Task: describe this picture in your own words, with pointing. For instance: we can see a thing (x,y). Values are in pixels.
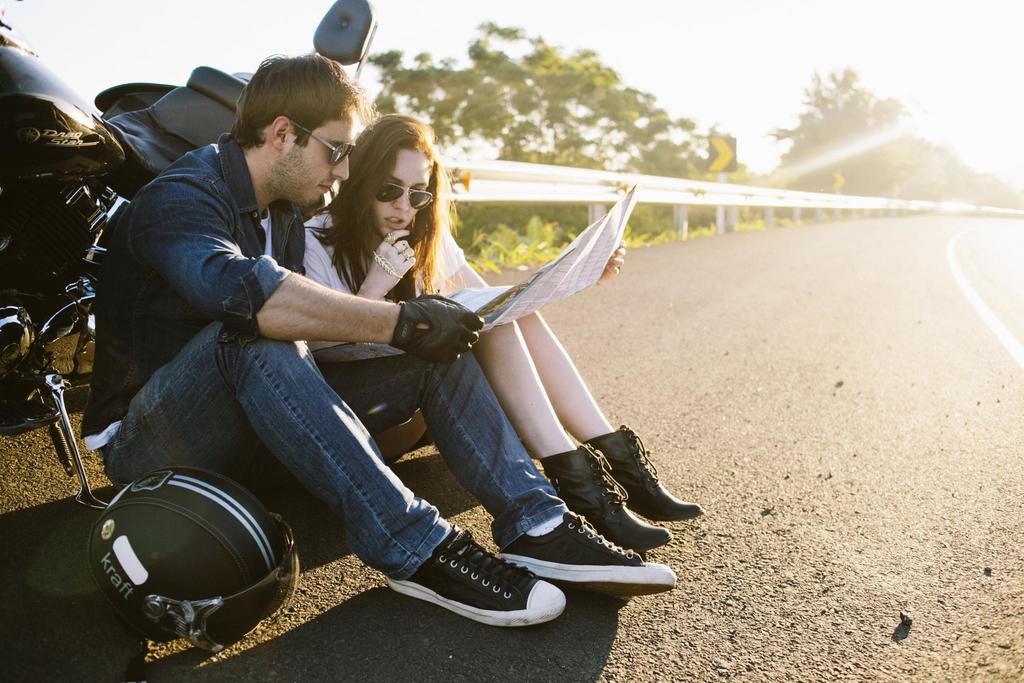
In this image we can see a man (167,442) and a woman (589,402) sitting on a road (800,326) and looking into a paper (543,268), beside the man (152,442) there is a helmet (189,546) and behind them there is a motorbike (100,164) and there is an iron railing (757,203), trees (803,152) and the sky (751,54).
